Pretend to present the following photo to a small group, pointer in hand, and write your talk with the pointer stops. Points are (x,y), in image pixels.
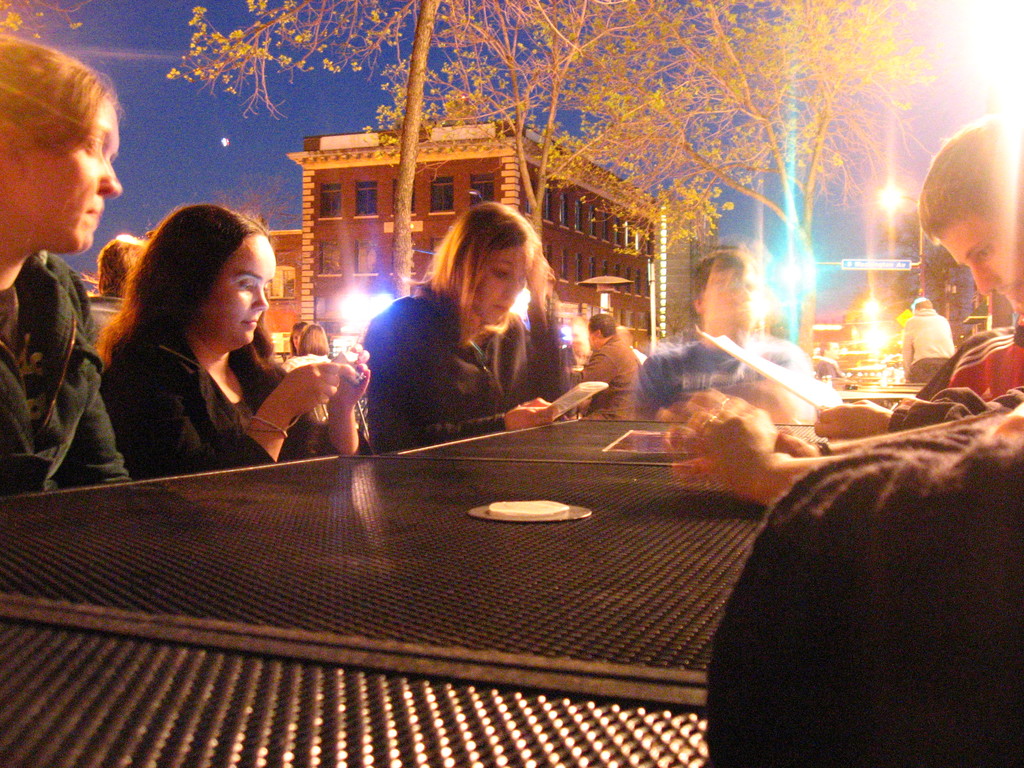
In this picture I can observe some people (117,317) around the table (569,531). The table (386,515) is in black color. There are men (719,265) and women (47,290) in this picture. In the background (663,100) I can observe some trees (590,91), buildings (549,241) and sky (204,138).
